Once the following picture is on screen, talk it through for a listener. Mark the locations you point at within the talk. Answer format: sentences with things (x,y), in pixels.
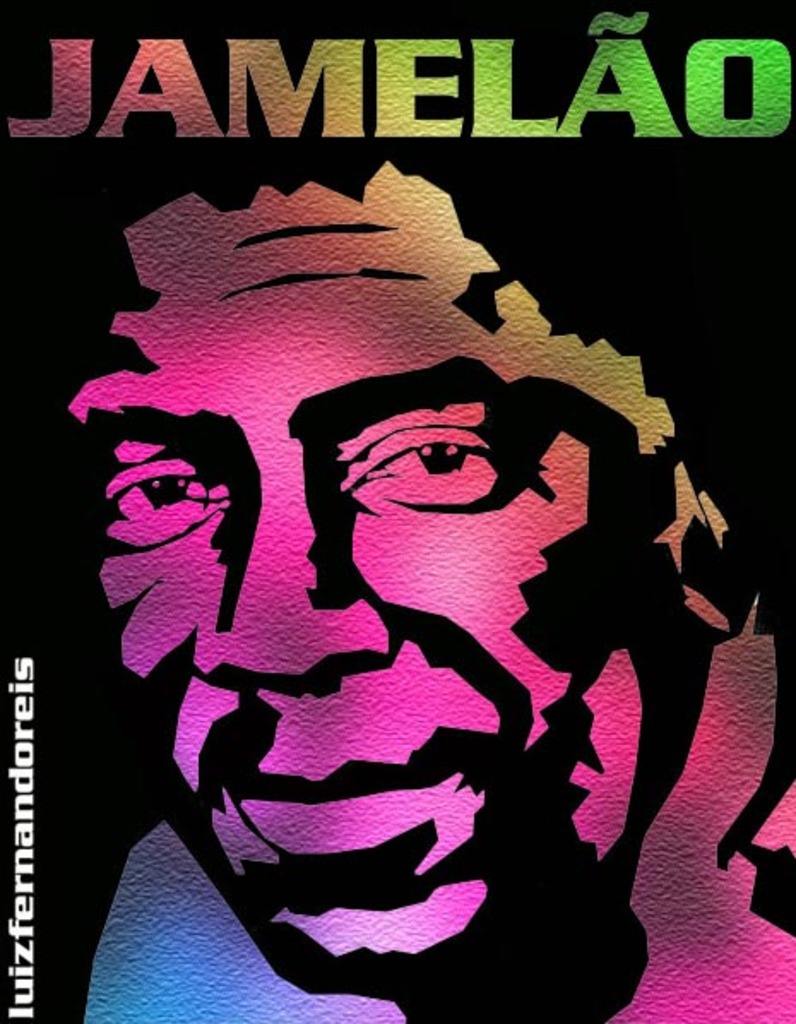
This is an animated picture of a person (347,604) with multiple colors and there is a text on it.
